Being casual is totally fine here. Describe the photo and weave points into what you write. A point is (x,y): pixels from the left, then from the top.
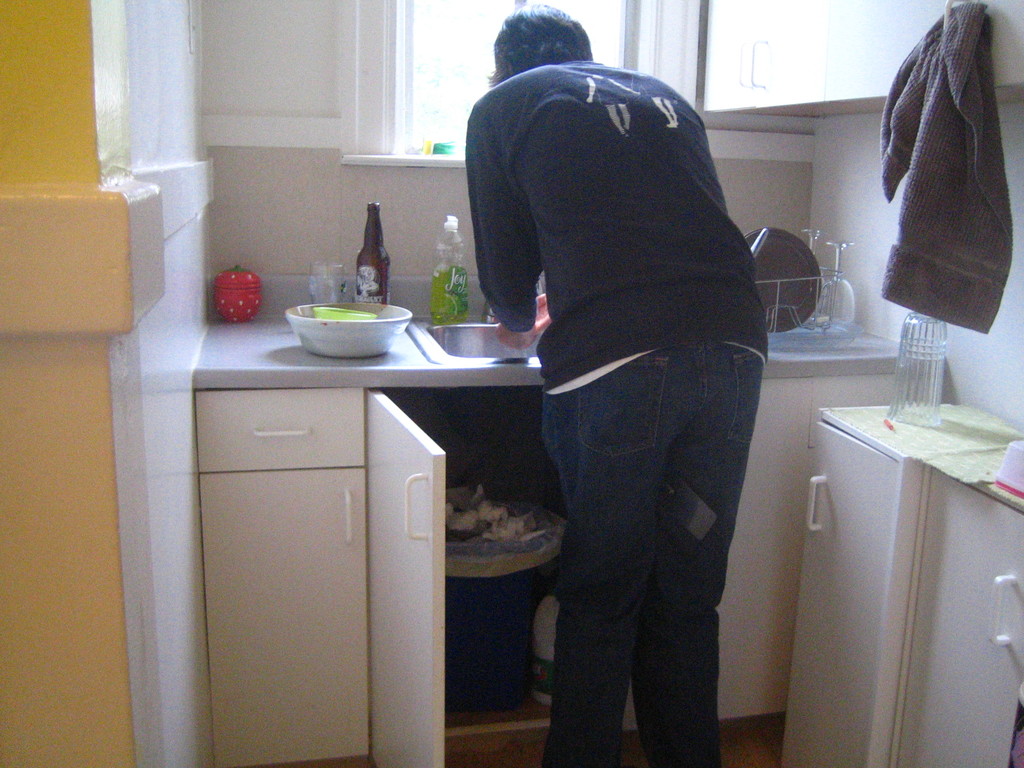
The person (510,166) in blue sweater (617,261) is washing his hands (530,340). In front of her, we see a counter top (333,359) on which bowl (354,344), glass bottle (370,245), red color box (238,318) and plates (786,249) are placed. Beside that, we see a cupboard (883,465) on which glass (915,393) is placed. At the top of the picture (598,21), we see a cupboard (846,90) and a window (436,97). On the left corner of the picture (127,743), we see a wall (116,286) in yellow color. This picture is clicked inside the room (127,412).
